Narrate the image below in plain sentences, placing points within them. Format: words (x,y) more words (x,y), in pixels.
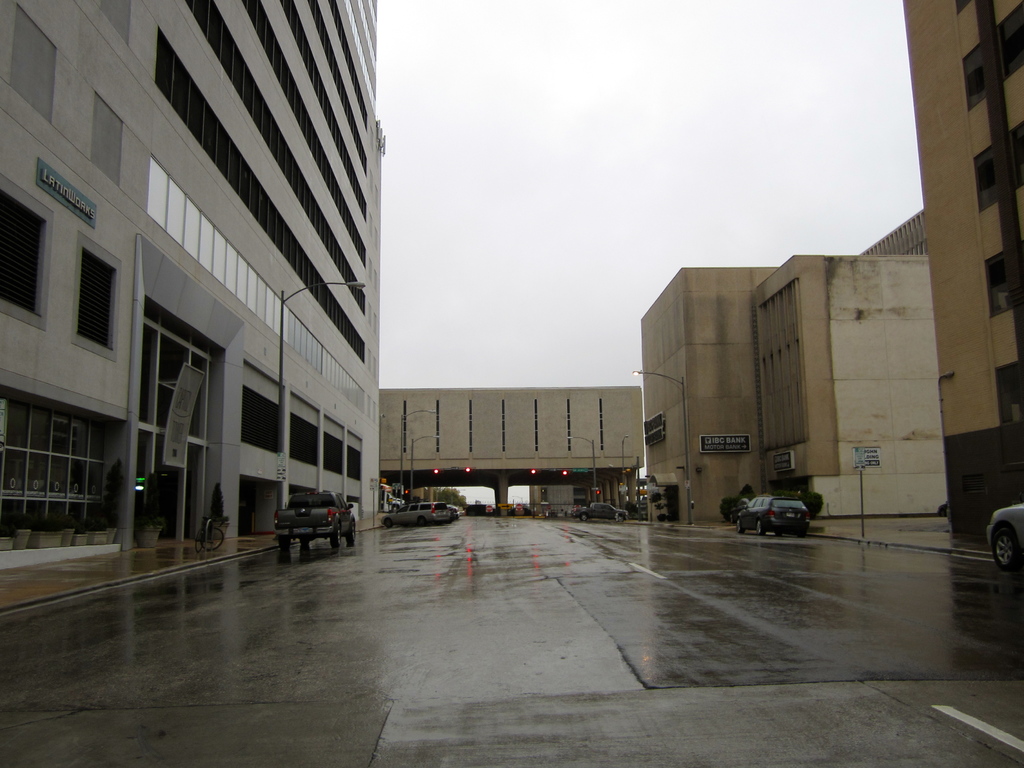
There is a road (520,580). On the sides of the road (502,565) there are vehicles (395,510). There are many buildings (976,422) on the sides. In the background (505,446) there is a building (479,450) with pillars (506,492). Also there is sky (548,168) in the background (549,152).
